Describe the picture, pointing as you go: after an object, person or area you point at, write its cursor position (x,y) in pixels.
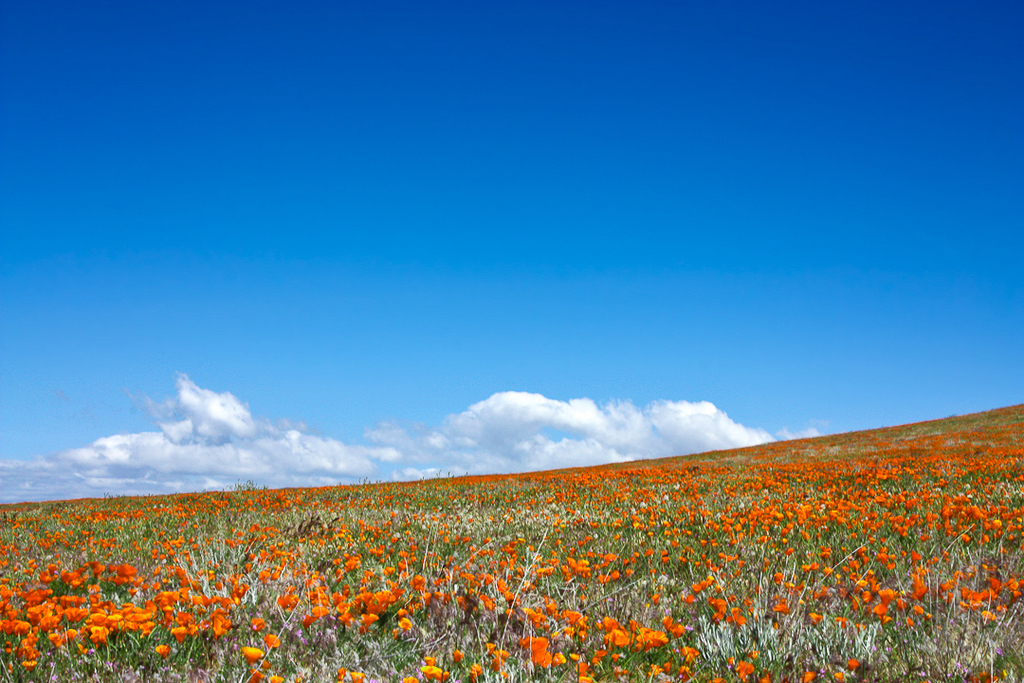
In this image we can see there is a big flower plants garden (889,618) and clouds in sky (771,422).
